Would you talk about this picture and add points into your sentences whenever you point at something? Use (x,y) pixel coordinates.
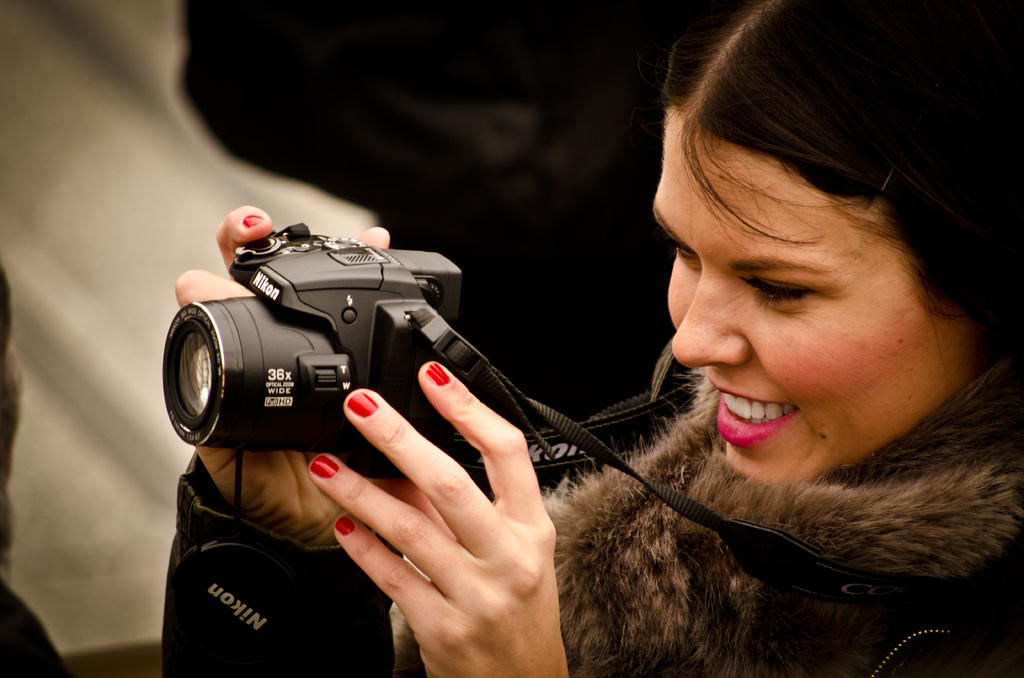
In this image we can see a woman (729,478) wearing jacket (754,506), holding camera (294,365) in her hands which is in black color.
